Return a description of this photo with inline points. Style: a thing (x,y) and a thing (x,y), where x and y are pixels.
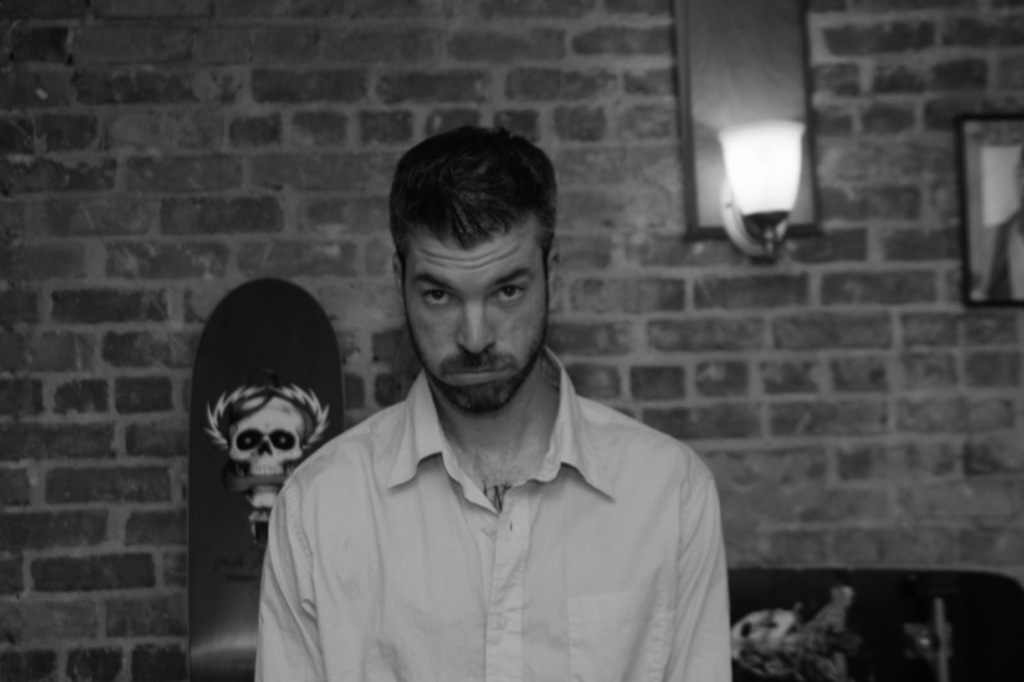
It is a black and white image, a person (420,314) is looking very serious and he is wearing a normal shirt (455,542) and behind the person (426,372) there is a brick wall (205,309) and there are skull images (217,420) attached to the wall (266,271) and beside that there is a light (730,158).
